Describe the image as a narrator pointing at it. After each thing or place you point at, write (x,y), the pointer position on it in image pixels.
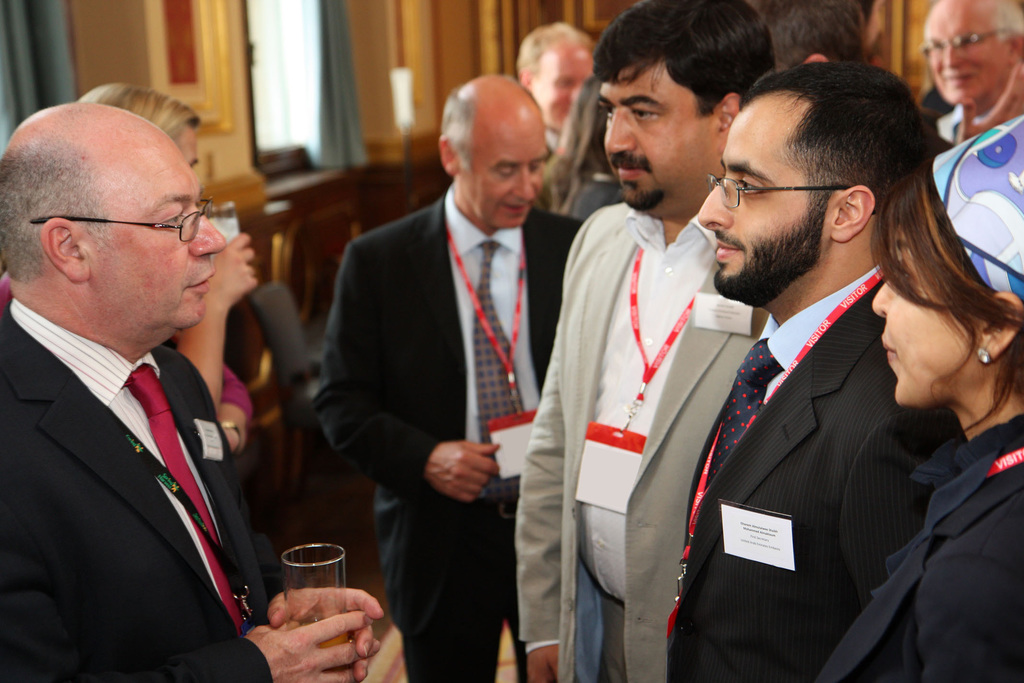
In the picture I can see groups of people (466,296). On the left side of the image (123,300) I can see one person (197,530) standing and holding the glass (337,577). On the right side of the image (964,168) I can see one object (1009,252) in one girls hair (933,197).
